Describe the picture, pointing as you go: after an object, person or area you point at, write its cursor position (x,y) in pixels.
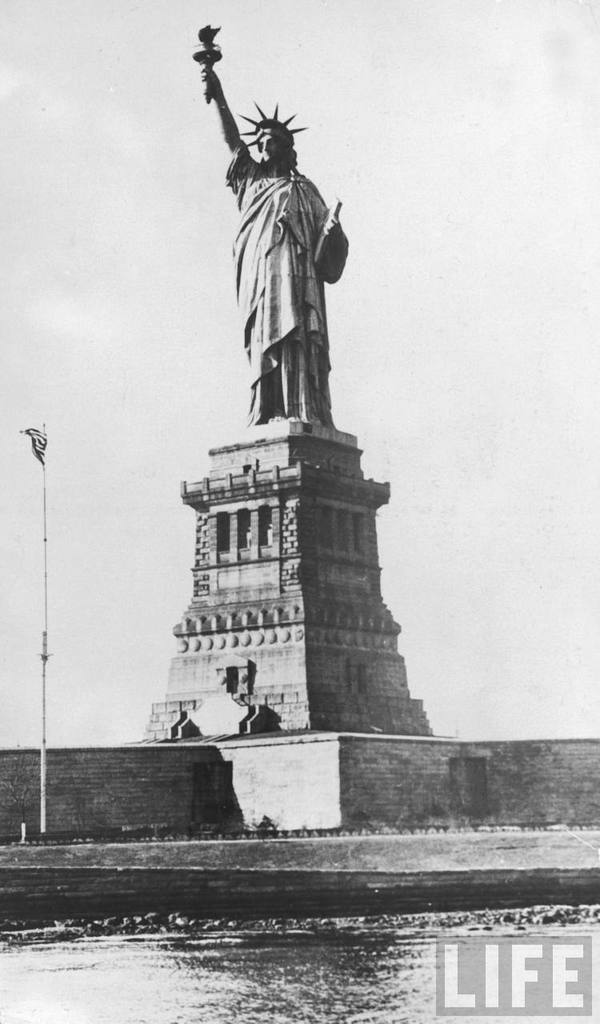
It is a black and white picture. In the center of the image (343,573) we can see one stone (263,651). On the stone (275,575), we can see one liberty statue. At the bottom right side of the image (491,937), there is a watermark (498,955). In the background (380,250), we can see the sky (40,398) and clouds (498,181).
